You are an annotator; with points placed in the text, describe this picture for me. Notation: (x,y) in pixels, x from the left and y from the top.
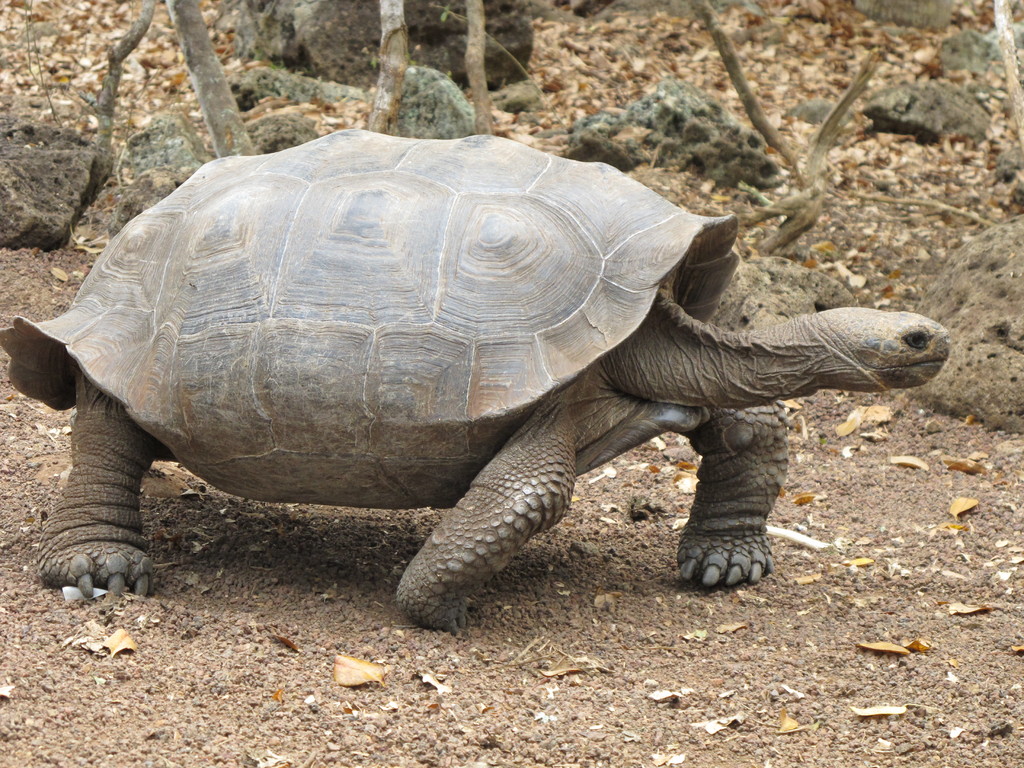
In this picture we can see a tortoise (754,495) on the path (535,621). There are few stones (967,95) and some leaves (554,84) on the ground (928,637).
